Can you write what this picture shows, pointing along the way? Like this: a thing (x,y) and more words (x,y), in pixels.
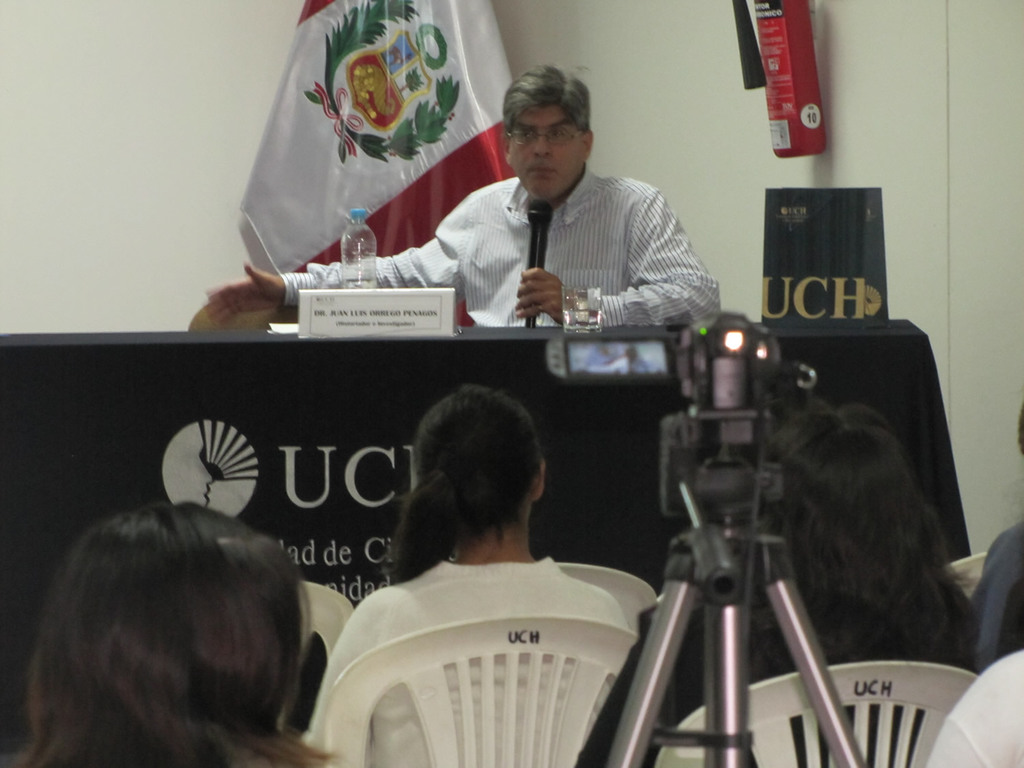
Here we can see few persons (786,510) are sitting on the chairs (421,690) and he is holding a mike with his hand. Here we can see a tablecloth (55,377), bottle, glass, and a name board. In the background (370,14) we can see a flag (339,172), fire extinguisher (784,136), and wall (616,147).
